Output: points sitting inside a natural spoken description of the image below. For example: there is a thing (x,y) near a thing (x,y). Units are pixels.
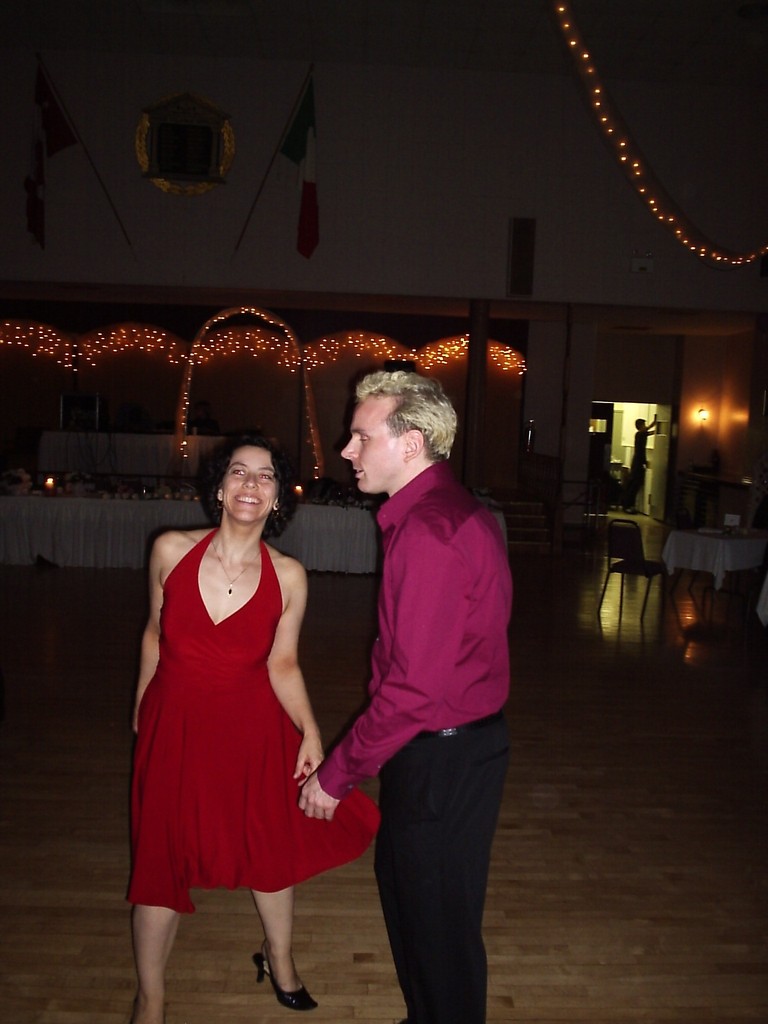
In this image there is a men (384,564) and women (265,492) are dancing, in background (143,498) there is a table (327,555), on that table (36,535) there is a white cloth (56,516) and there are lights (644,193).
